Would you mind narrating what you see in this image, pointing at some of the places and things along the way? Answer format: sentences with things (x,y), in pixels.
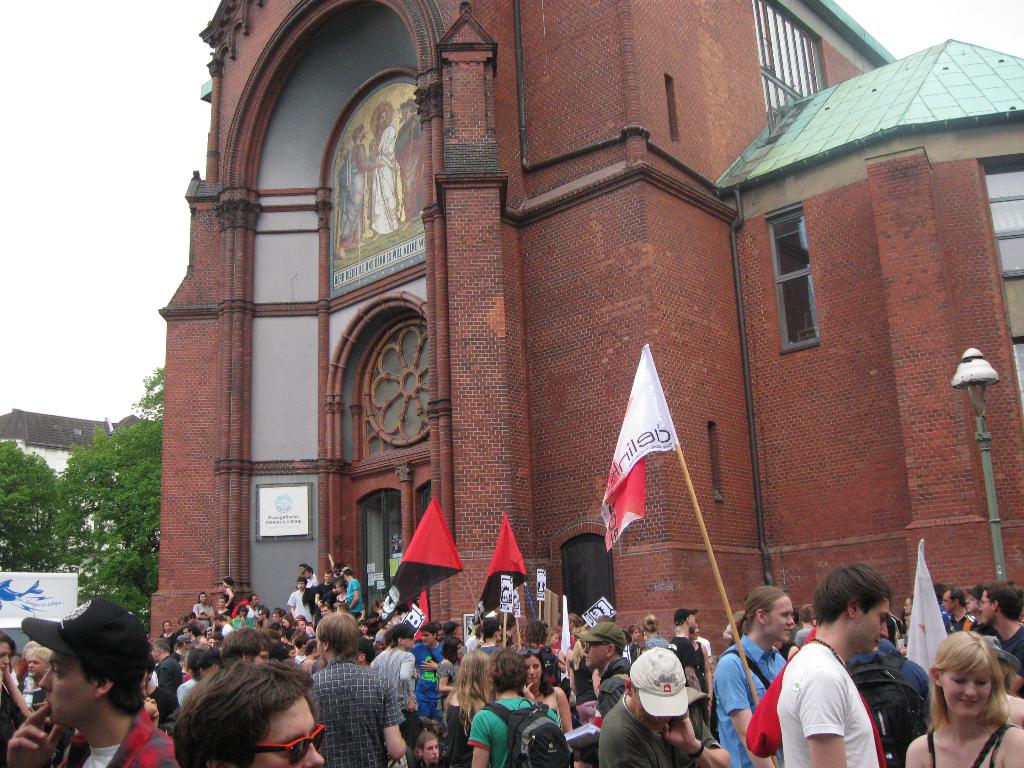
In this picture we can see a group of people (189,737), here we can see flags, buildings (1010,223), trees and some objects (296,746) and we can see sky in the background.
